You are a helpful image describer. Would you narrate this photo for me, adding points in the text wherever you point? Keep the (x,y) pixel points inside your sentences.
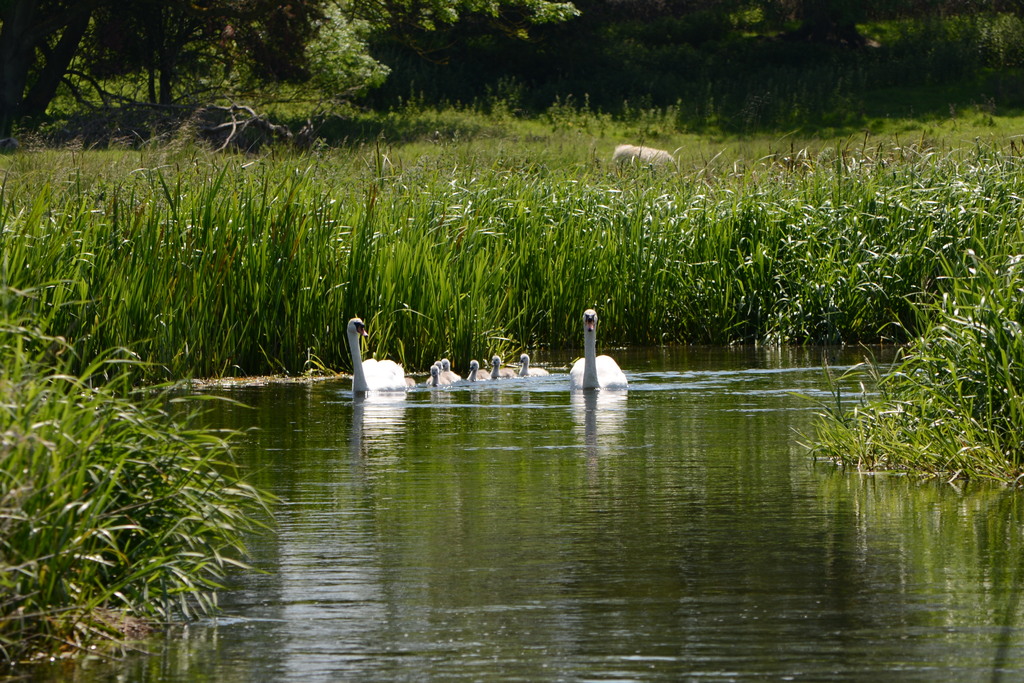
In this picture I can see few swans (579,375) on the water (617,539). I can see trees (416,51) and plants (544,113).
